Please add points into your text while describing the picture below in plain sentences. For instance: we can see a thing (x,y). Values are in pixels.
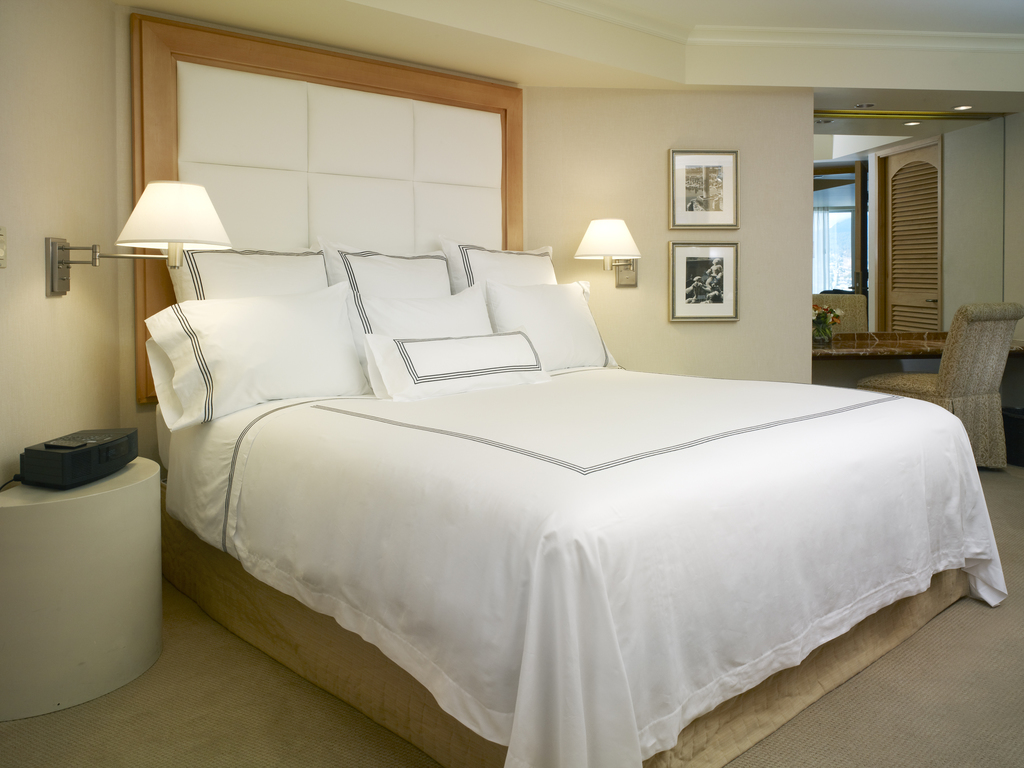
In a room (525,464) there is a bed (481,684) with white color bed sheet (566,483) on it. And with seven pillows (418,278). To both the side of the bed (354,279) there are lamps (170,234). To the left side (65,576) there is a table (134,490) with a device (116,444) on it. And to the right side (967,302) there is a chair (990,356) and to the wall (762,201) there are two frames (724,261). And at the right (903,248) there is a door (911,247).
